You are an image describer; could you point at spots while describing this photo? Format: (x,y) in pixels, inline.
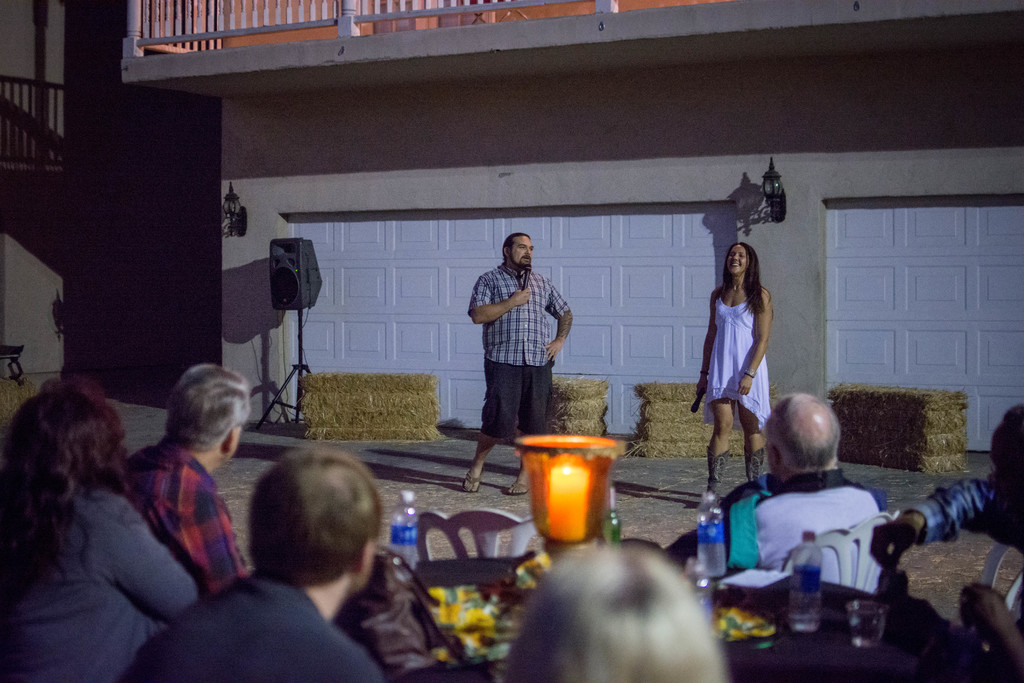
It is a party and there are group of people (166,505) sitting around the table (485,561) and there is a lamp (545,504) in between the table (722,576) and there are water bottles (712,538) around the lamp (556,518) and in the front (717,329) a women (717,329) and man (482,310) are standing by holding a mic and behind these people (739,382) there is a big speaker (307,287) and behind the speaker (283,306) there is a building (548,180).
